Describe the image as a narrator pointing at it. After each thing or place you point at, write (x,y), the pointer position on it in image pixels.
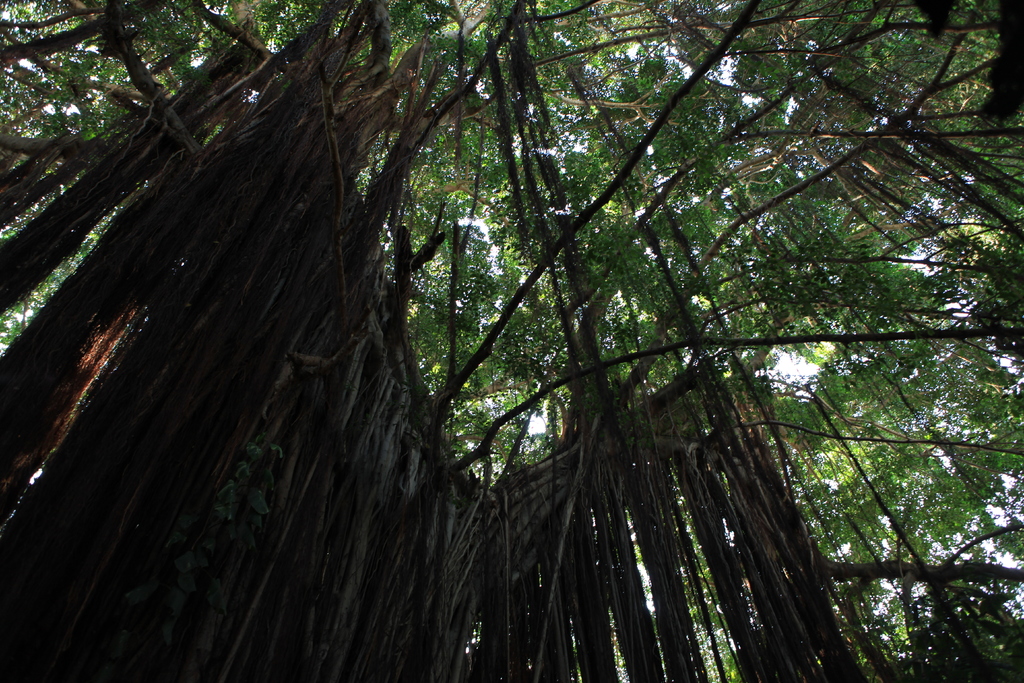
In this picture I can see trees (450,255), and in the background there is the sky (895,594).
